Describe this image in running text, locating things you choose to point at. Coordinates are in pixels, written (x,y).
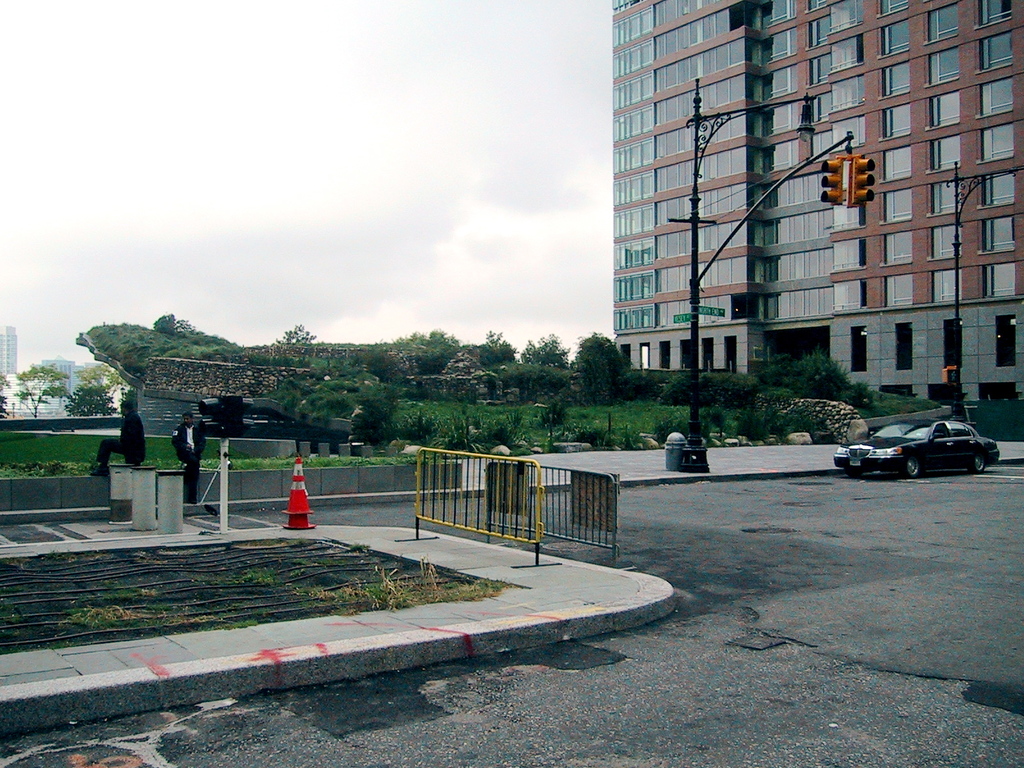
In this image there is a building (703,21) on the right side (934,155) top. In front of the building (737,322) there is a garden (497,382). In the garden (412,369) there are so many plants (369,369). At the top (295,108) there is the sky (328,102). In the middle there is a pole (692,427) on the footpath (667,474). To the pole (691,450) there are traffic signal lights (828,200). There is a car (927,443) parked beside the footpath (825,471). On the left side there is a fence (514,511). Beside the fence (500,507) there are three pillars (153,496) and safety cones (291,507). At the bottom (581,716) there is road (605,758).
